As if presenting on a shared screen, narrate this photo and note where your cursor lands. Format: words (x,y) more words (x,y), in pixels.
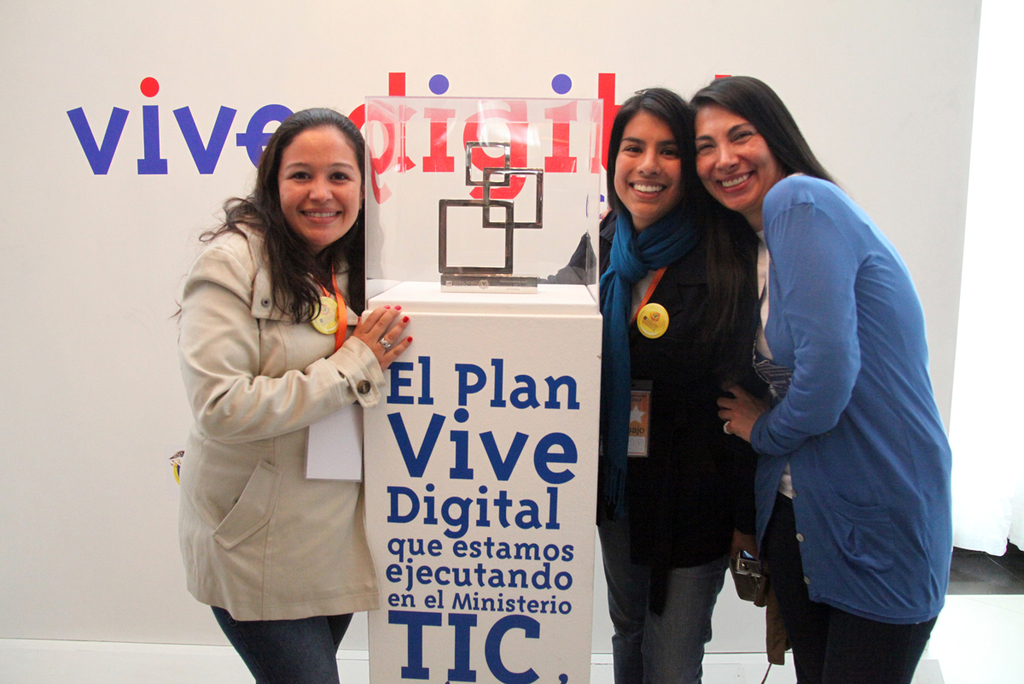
In this picture, there are three women (258,219) in the center (605,228). In between them there is a glass box (496,179) on a stand (496,442). Towards the left (275,407), there is a woman (312,369). Towards the right (694,355), there are two women (825,337). In the background (554,91), there is a wall (584,29) with some text (520,142).
